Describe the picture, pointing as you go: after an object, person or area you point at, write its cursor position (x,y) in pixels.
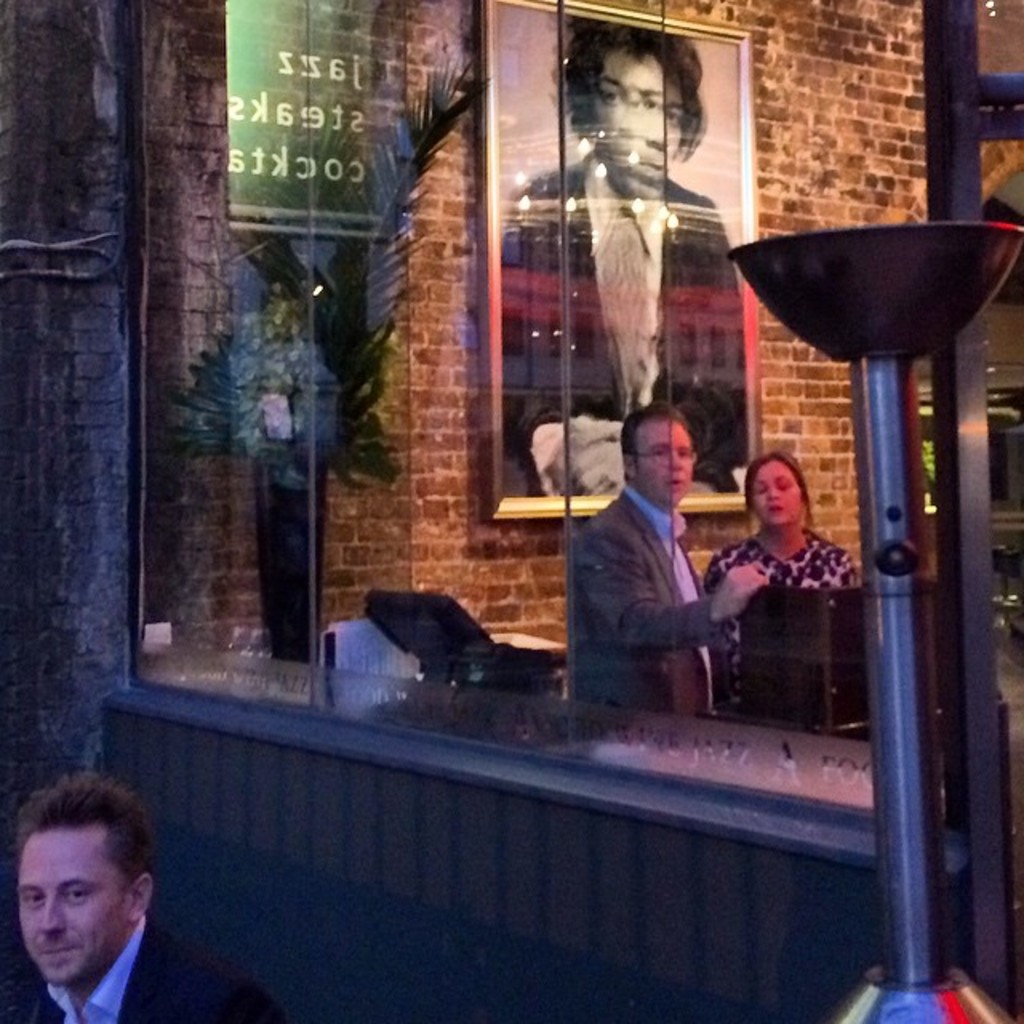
Here we can see three persons (648,642). There are glasses (173,177), plant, pole (901,973), and a frame (494,48). In the background (758,180) there is a wall (370,514).
